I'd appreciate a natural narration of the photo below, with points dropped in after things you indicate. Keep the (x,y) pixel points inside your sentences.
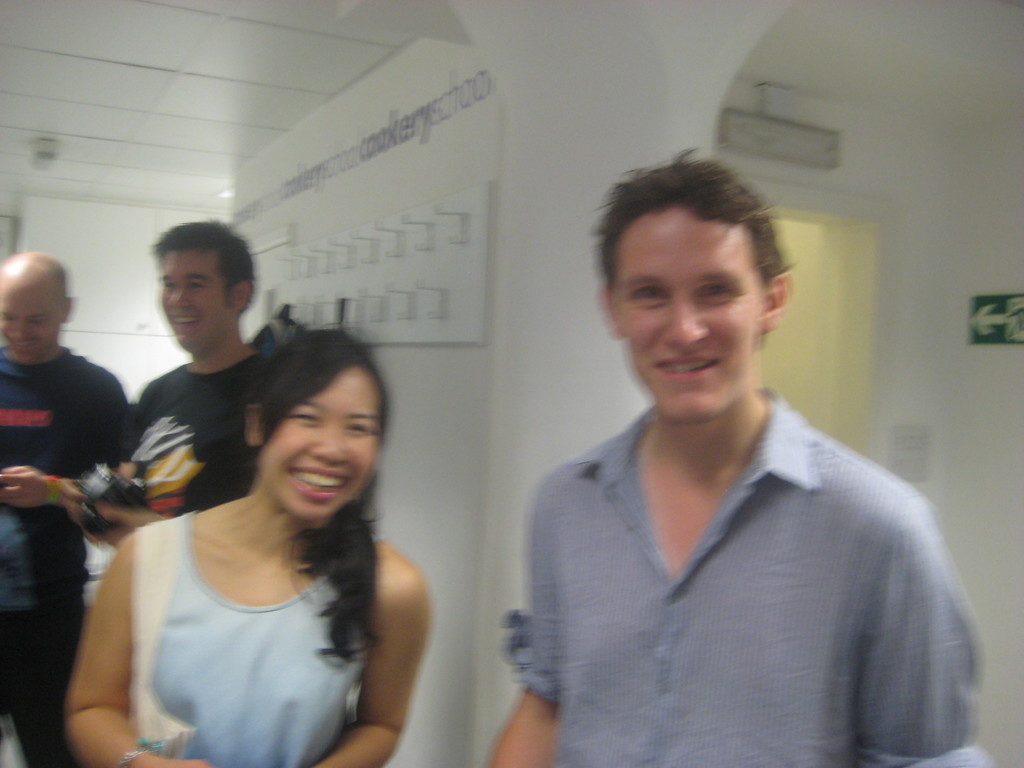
Here we can see four persons (264,699) and they are smiling. In the background (628,165) we can see a wall (545,94) and a board (980,324).
